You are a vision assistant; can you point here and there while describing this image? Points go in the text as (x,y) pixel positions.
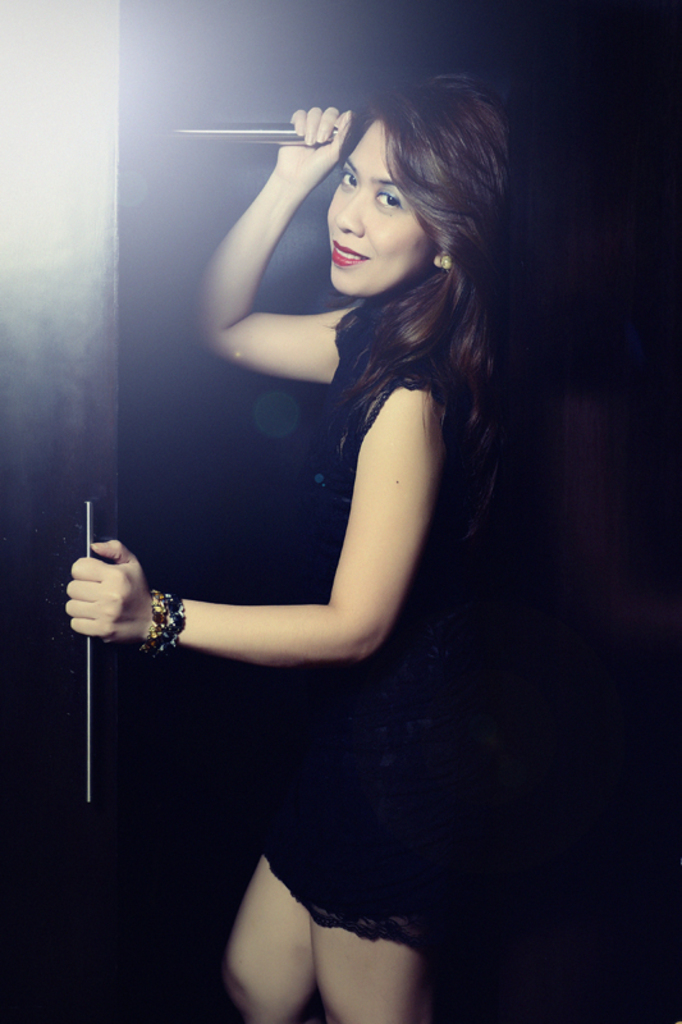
In this image we can see a woman (412,395). She is wearing black color dress (359,425) and holding a door (181,275).
